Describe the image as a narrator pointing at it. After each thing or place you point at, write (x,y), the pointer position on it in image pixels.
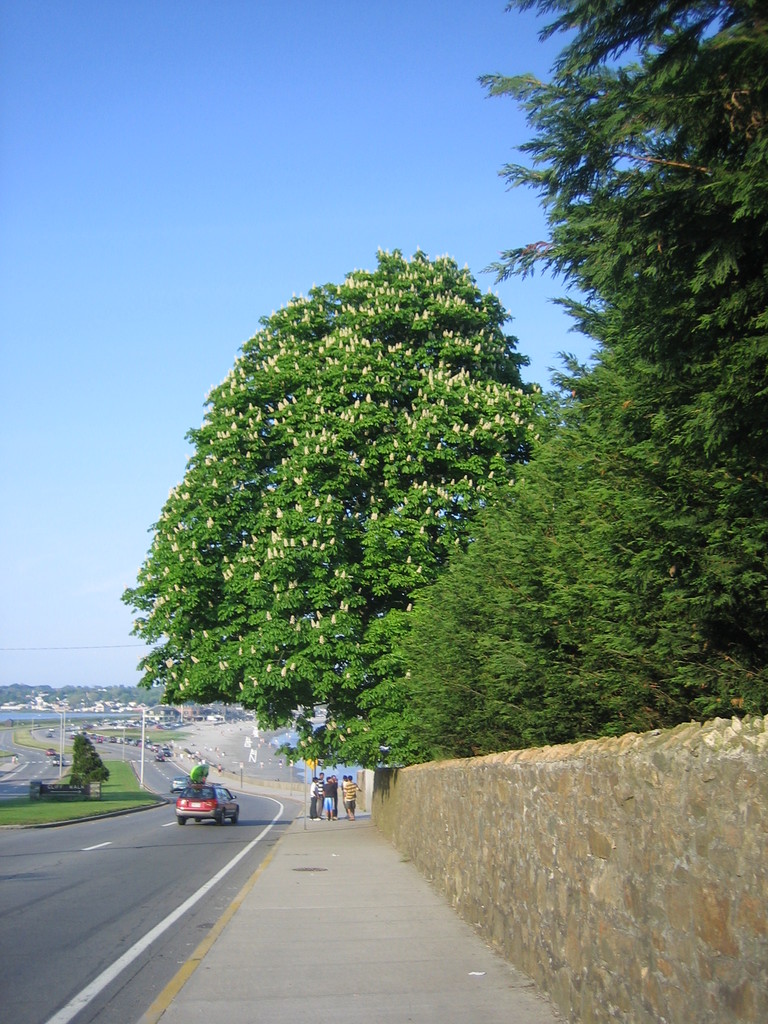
In this image we can see roads (133,754). On the roads (169,806) there are vehicles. On the side of the road (165,792) there is a sidewalk (307,916). Also there is a wall (541,830). And there are trees (484,582). On the sidewalk (296,820) there are few people (311,805). In the back (149,345) there is sky (135,296).
